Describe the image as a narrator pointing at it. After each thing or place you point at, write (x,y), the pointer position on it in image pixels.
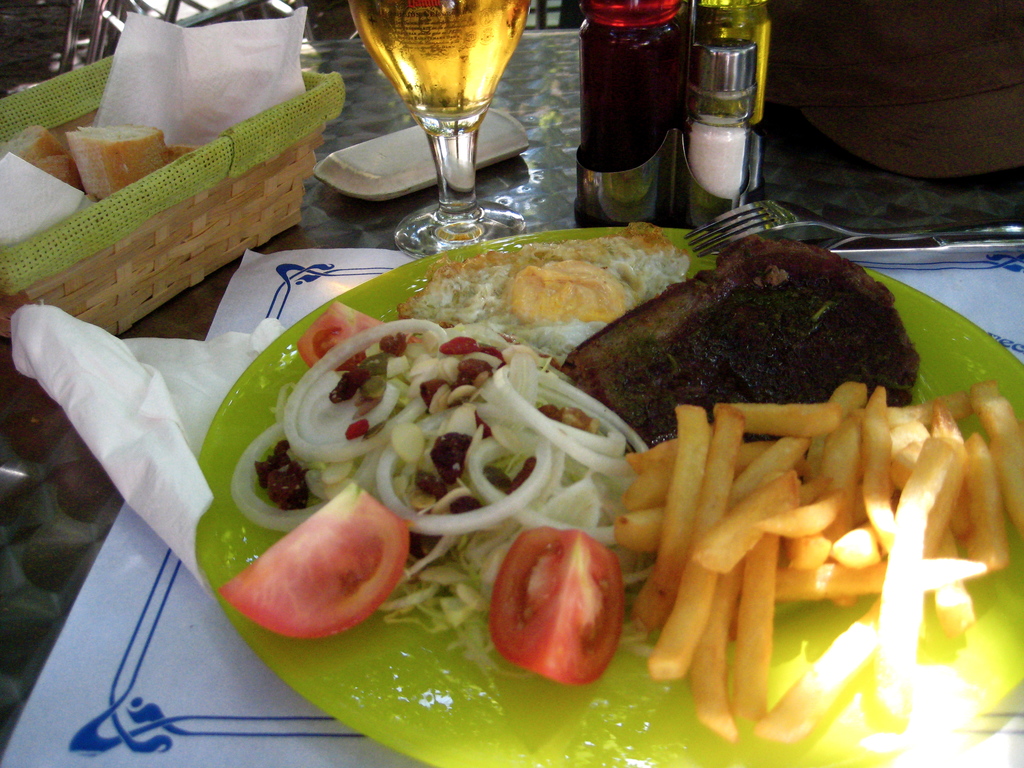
Some food (533,468) on a plate (356,636), glass (443,35) with wine (436,23) and basket (264,155) with pieces of bread (104,148) are on a table (820,190).
